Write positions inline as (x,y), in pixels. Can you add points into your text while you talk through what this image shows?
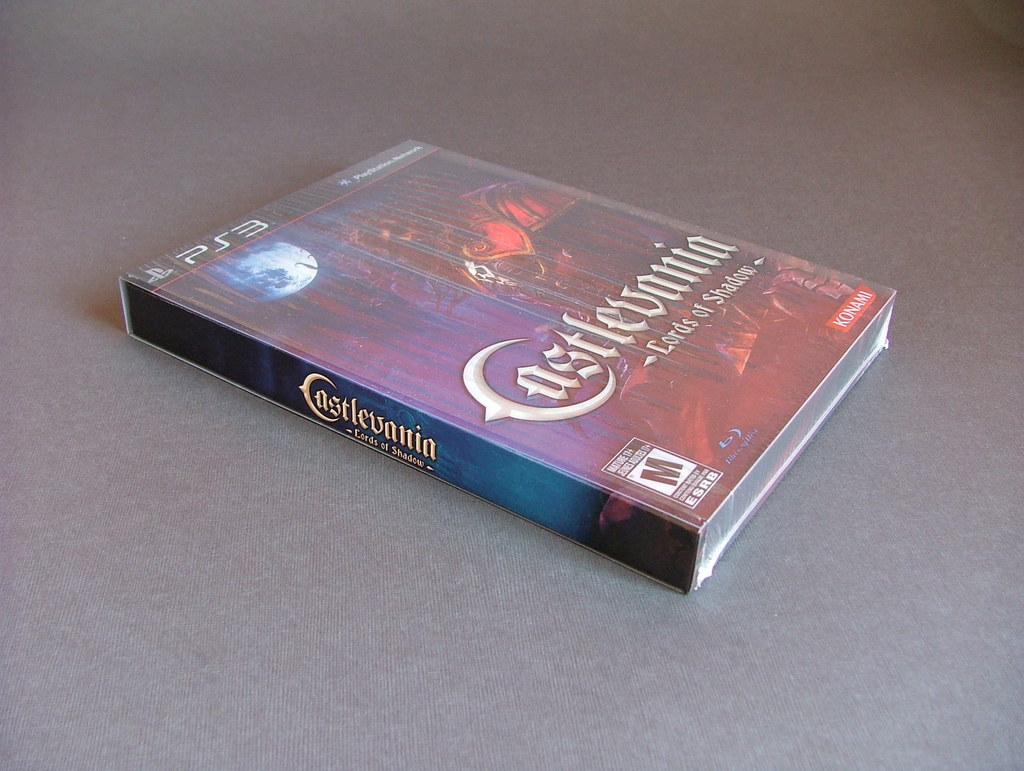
In this picture we can see a compact disc box (569,314) here, we can read castlevania lords of shadow on the box (682,352), at the bottom (362,616) there is floor (395,615).
